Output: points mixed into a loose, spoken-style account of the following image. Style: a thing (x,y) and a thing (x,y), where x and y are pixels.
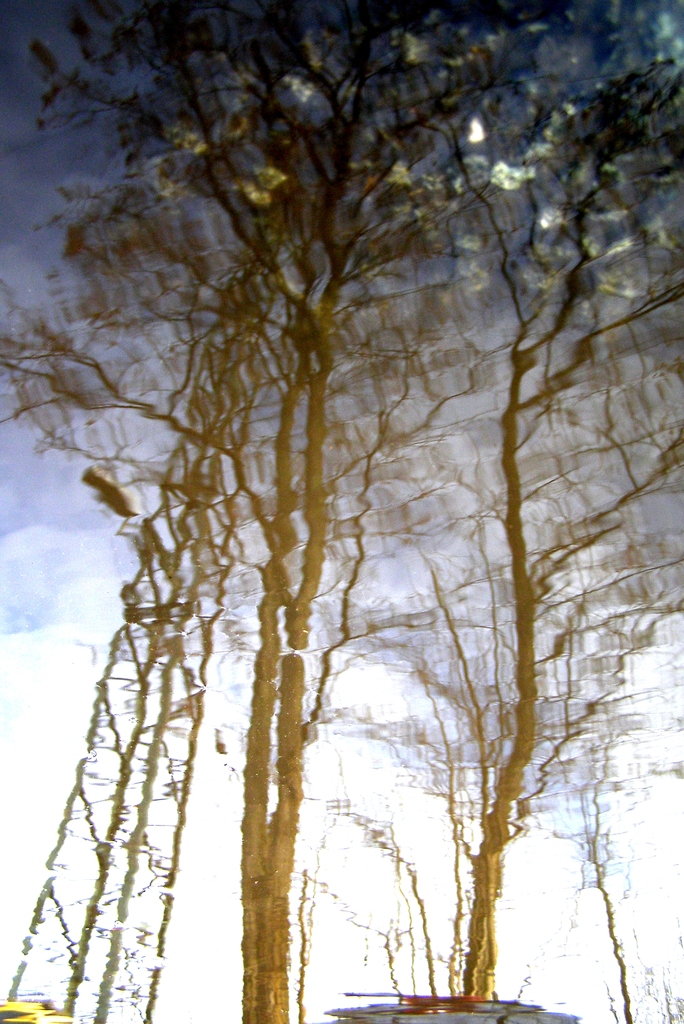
In this image I see the depiction of trees (281,708) and it is white over here and it is a bit dark over here.
